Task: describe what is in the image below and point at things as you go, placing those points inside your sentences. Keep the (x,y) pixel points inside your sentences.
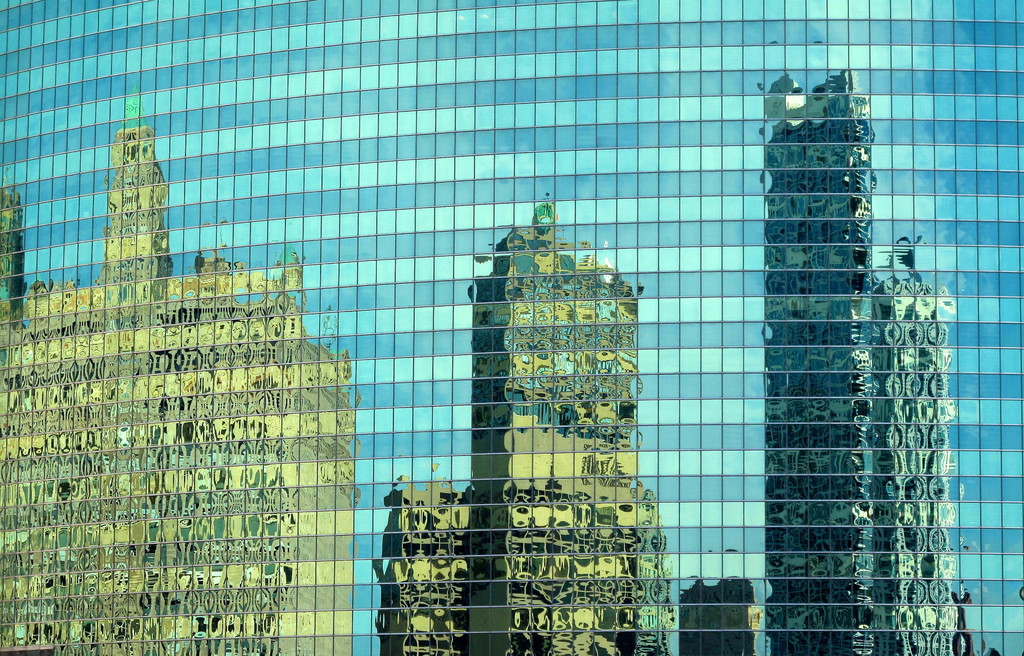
In this image there is a building (446,267) having the reflection (403,481) of few buildings (296,481) on it.
